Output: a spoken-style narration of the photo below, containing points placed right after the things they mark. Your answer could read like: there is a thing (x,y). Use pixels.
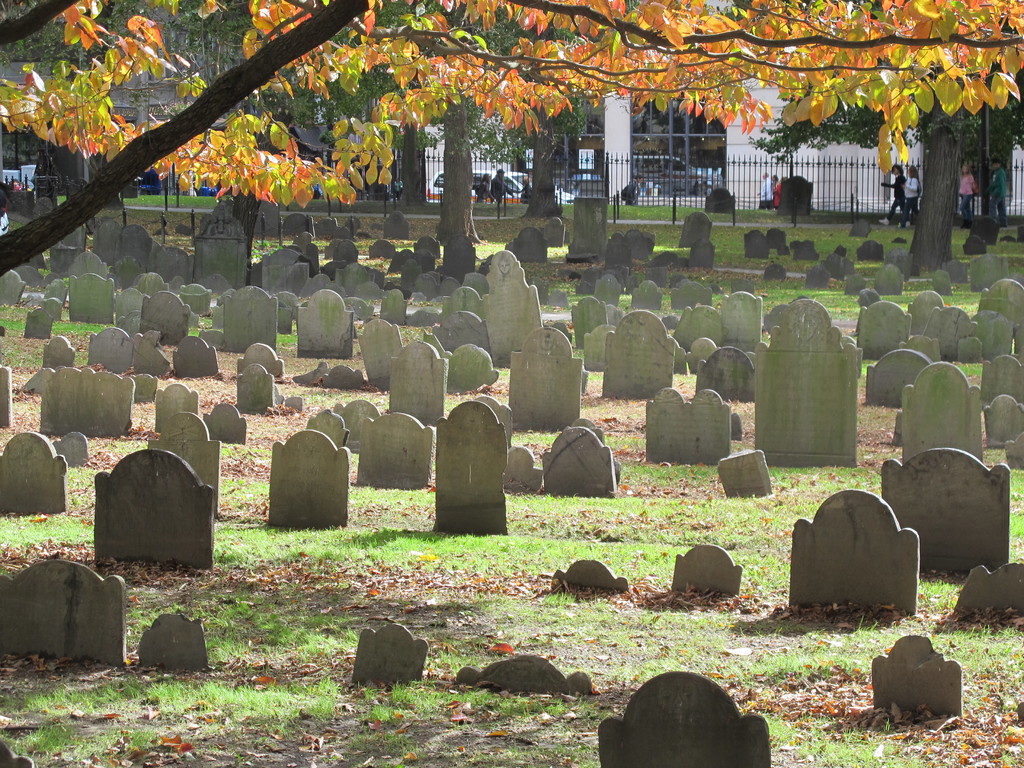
This place is a graveyard (413,632). In the background (457,194) there is a railing (428,191) and trees (773,79). Behind the railing (734,181) there are few vehicles (520,178) and persons (636,184). In the background (641,154) there is a building (605,154).
